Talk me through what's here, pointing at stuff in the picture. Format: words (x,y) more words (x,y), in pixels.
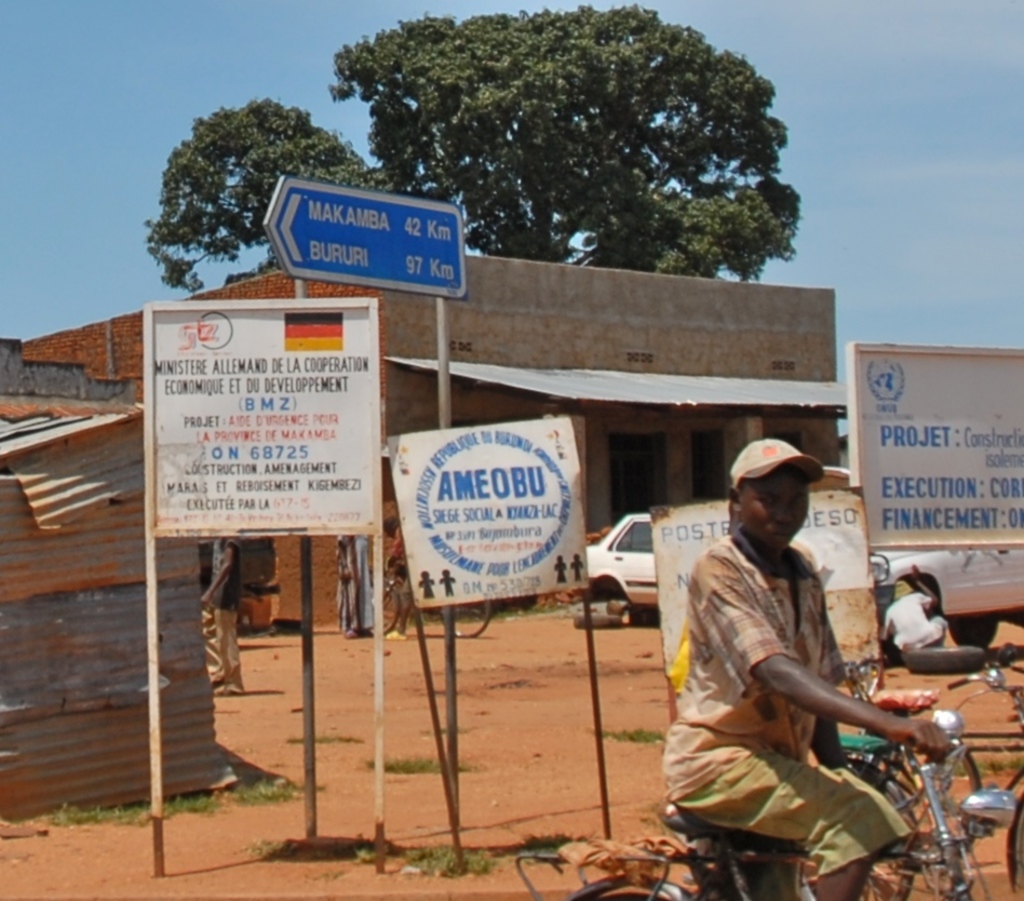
In this image we can see a person (800,566) on the bicycle (668,860). In the background (851,615), we can see cars (972,593), people (895,619), boards (986,431), grass (184,799), land (479,767), buildings (77,410) and tree (579,109). At the top of the image (819,36), we can see the sky (148,109). We can see a tyre (979,662) on the right side of the image (931,653).
